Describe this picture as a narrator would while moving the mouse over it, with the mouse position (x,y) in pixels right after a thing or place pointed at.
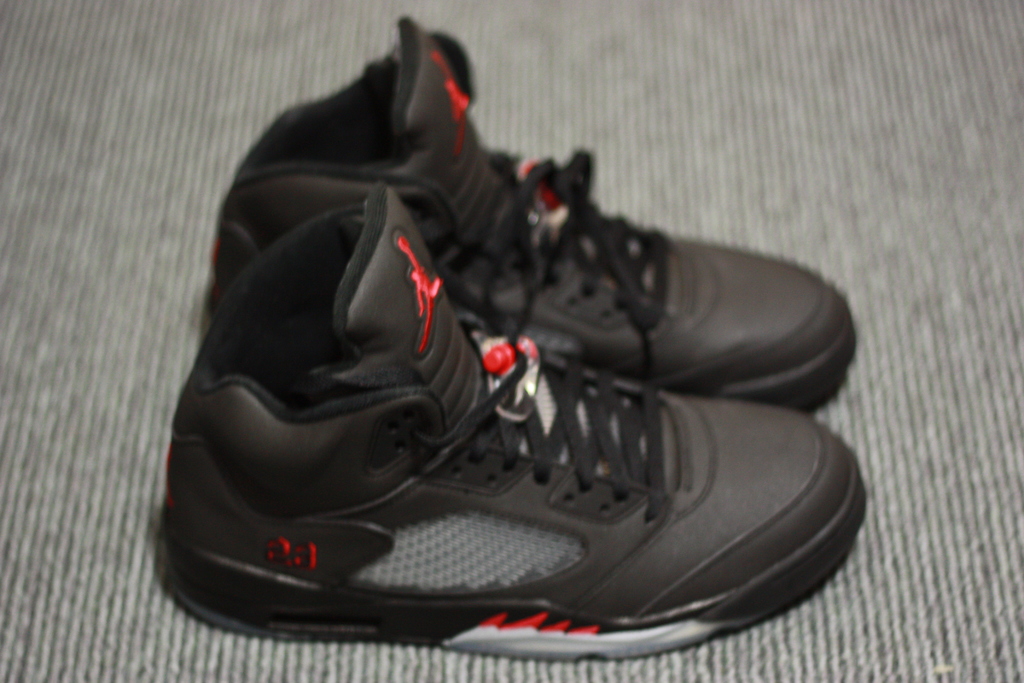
In this image we can see shoes (577,323) placed on the ground (81,274).
